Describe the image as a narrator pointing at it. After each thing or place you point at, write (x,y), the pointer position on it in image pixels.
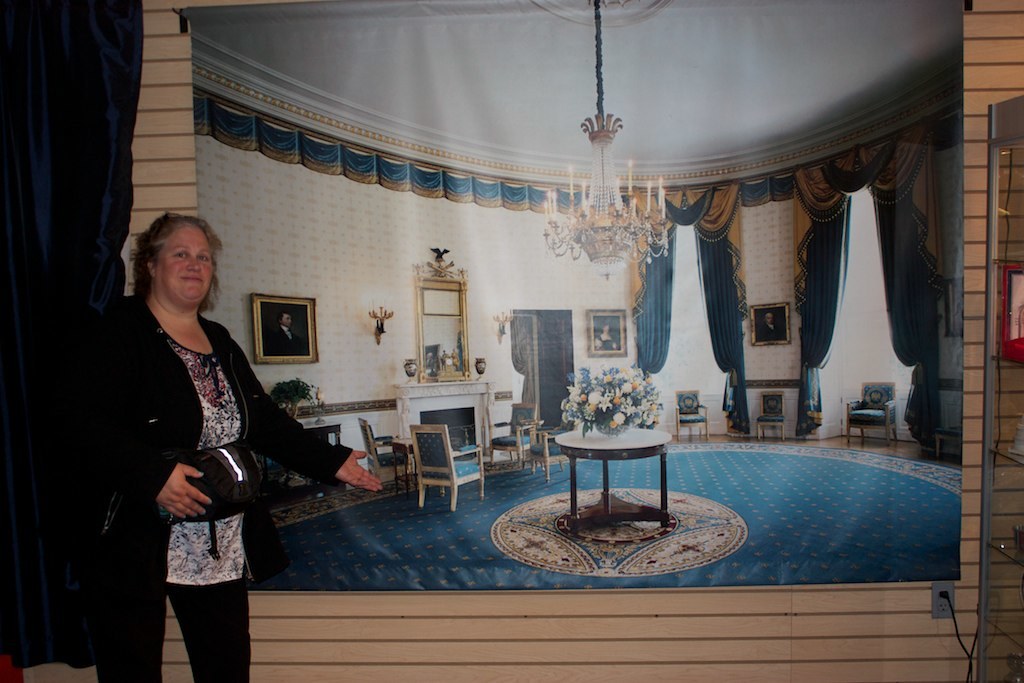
In this image on the left side (194,332) there is one woman (186,331) who is standing and she is holding a bag (203,469) and on the top (511,92) there is a ceiling (624,15) and wall (972,51) is there and on the wall (181,101) there is one poster (842,117) in that poster (686,122) there are chairs (440,438), table (585,457), flower pot (609,403), chandelier (621,256) and curtains (672,256) and windows (693,273) are there.
